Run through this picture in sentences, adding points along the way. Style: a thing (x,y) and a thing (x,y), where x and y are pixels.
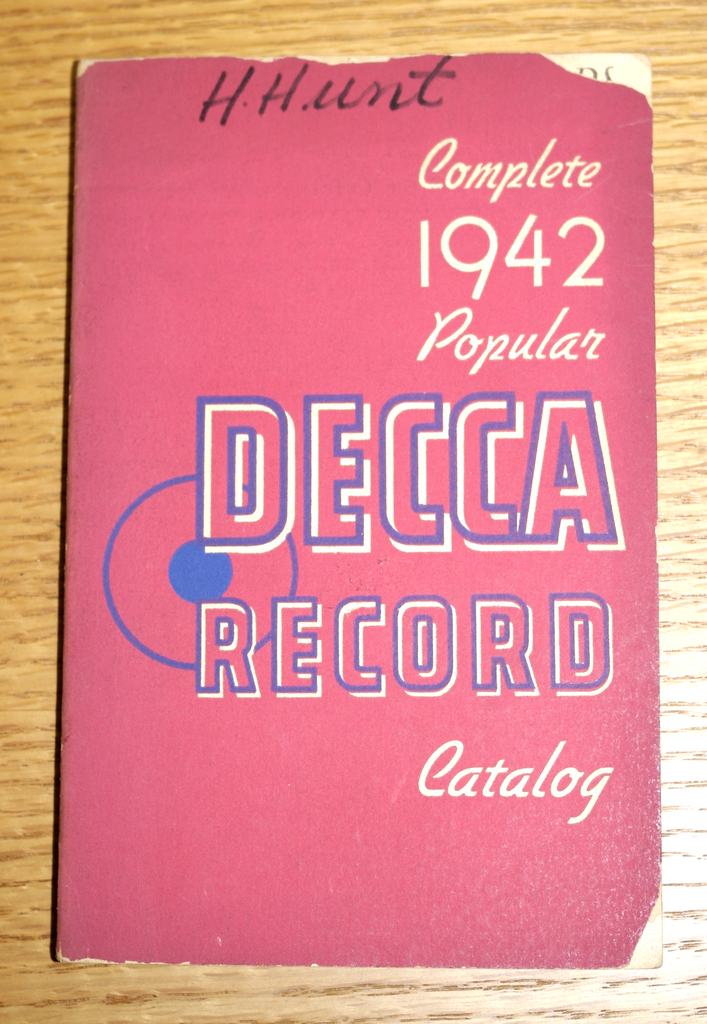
In this image there is a table (533,983), on that table (516,999) there is a book (261,670).
